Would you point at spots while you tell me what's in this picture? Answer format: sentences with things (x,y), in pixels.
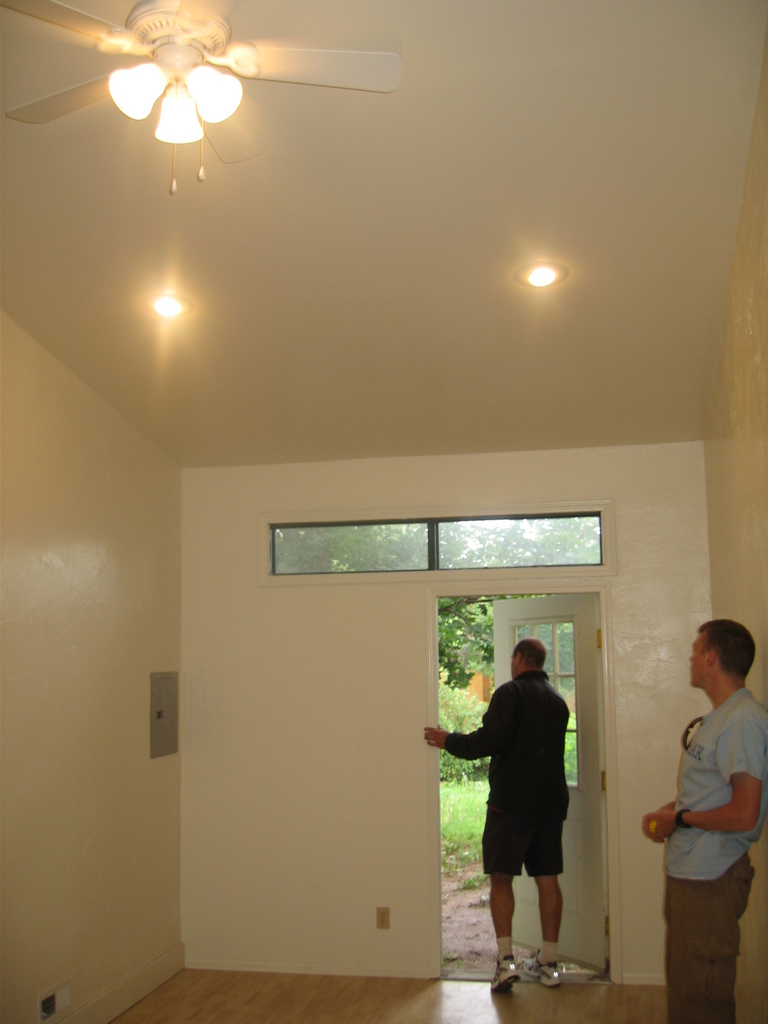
In this image we can see two people (701,900) and there is a door (527,884). At the top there are lights (540,275) and we can see a fan (183,74).
